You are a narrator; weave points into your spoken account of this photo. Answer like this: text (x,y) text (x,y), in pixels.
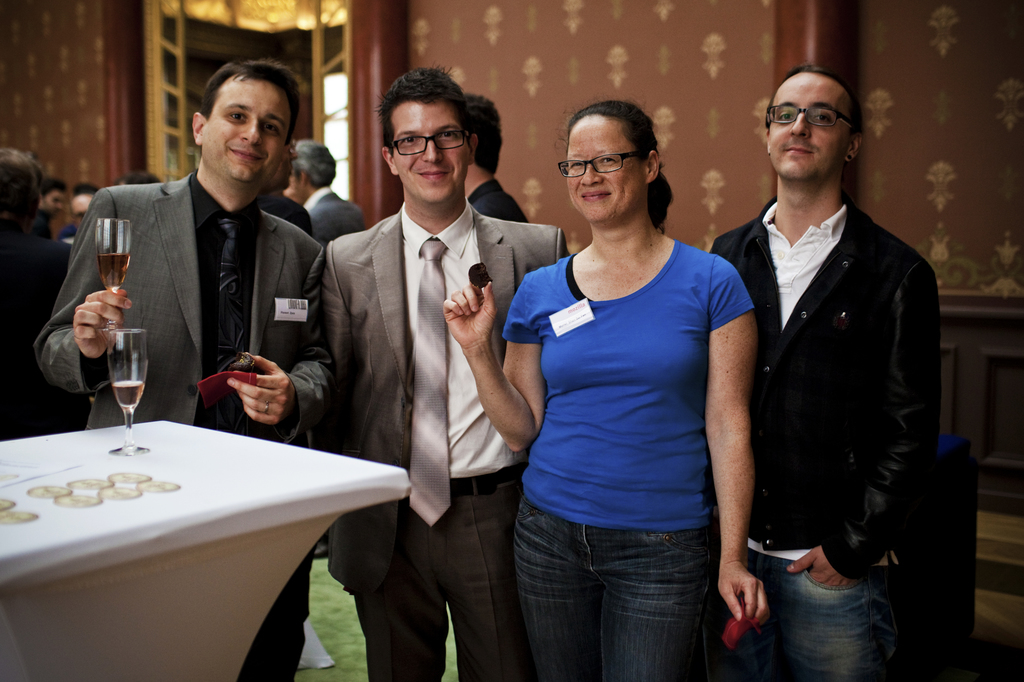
In this picture we can see four persons (399,161) some of them wear spectacle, tie (430,259), blazer (373,364) and here the person (185,232) holding glass (117,224) in his hand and in front of them we have table (204,435) and on table (202,474) we have glass (142,348), some coins (156,487) and in the background (46,220) we can see group of people (33,182), wall (83,63), door (179,53).
